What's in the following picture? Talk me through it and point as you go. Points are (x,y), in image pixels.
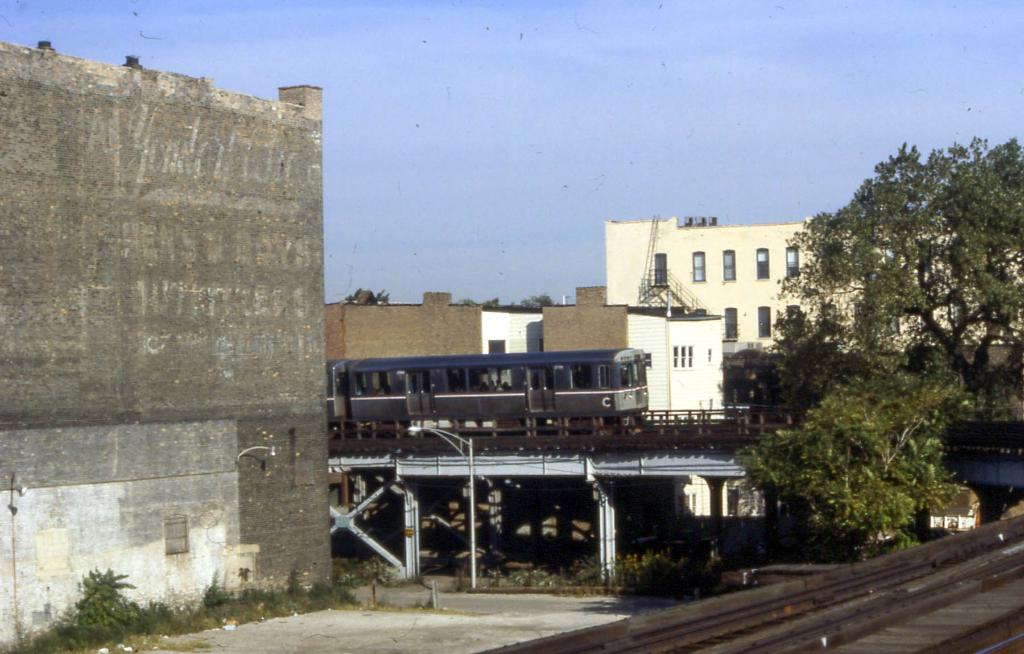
In this image, I can see a train (448,391) on a railway bridge (547,442). There are buildings (559,315), trees (954,263), plants (169,619) and a street light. At the bottom right corner of the image (925,622), I can see the railway tracks (950,593). In the background (727,61), there is the sky (437,165).
